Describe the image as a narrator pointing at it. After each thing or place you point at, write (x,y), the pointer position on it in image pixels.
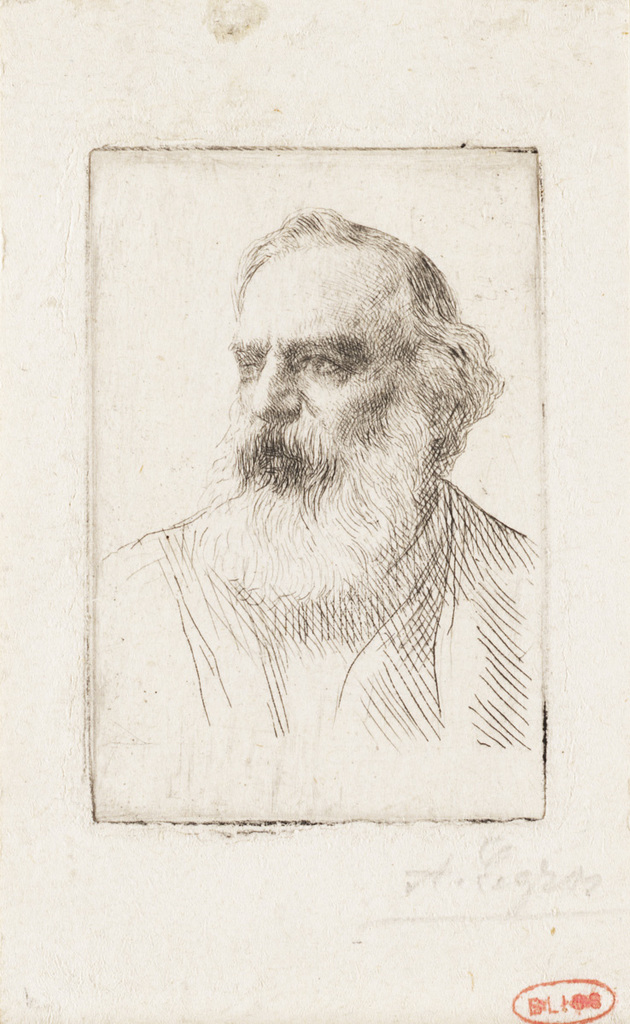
In the picture I can see a sketch (393,649) of a man (316,630). This image is black and white in color. On the bottom right corner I can see something written in red color.
